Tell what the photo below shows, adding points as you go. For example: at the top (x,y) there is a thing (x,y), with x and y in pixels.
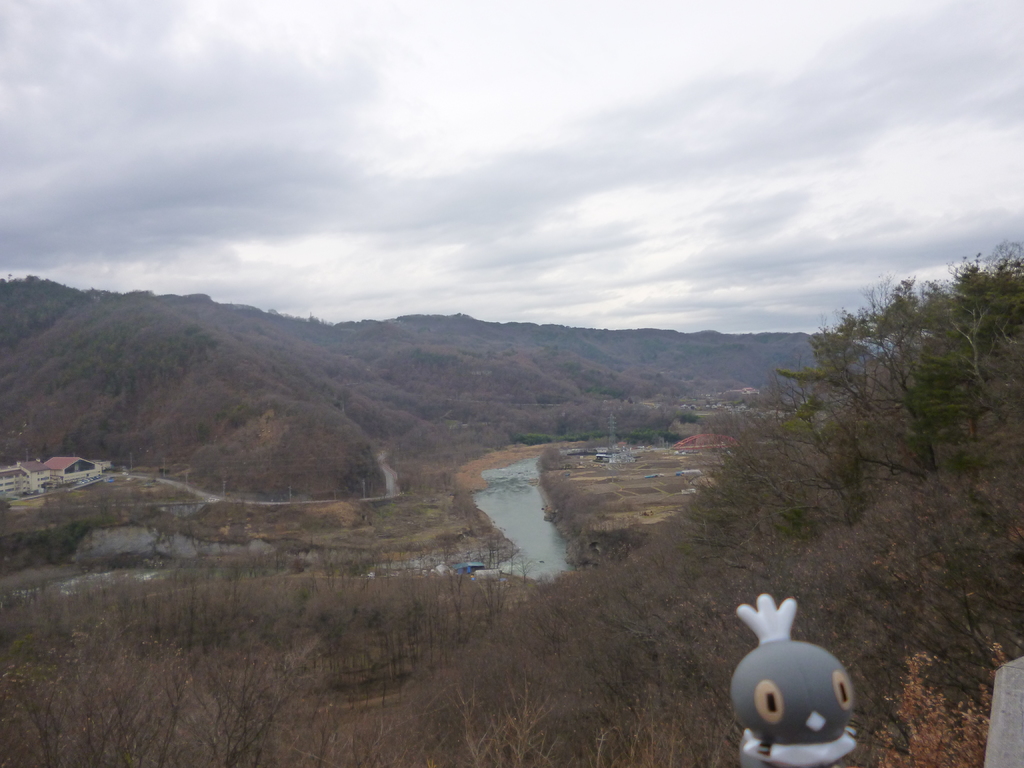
In this image, I can see a river (504,509), hills (445,387) and trees (768,589). At the bottom of the image (741,705), there is a toy (801,723). On the left side of the image (76,462), I can see the buildings (27,472). In the background (254,277), there is the sky (559,175).
